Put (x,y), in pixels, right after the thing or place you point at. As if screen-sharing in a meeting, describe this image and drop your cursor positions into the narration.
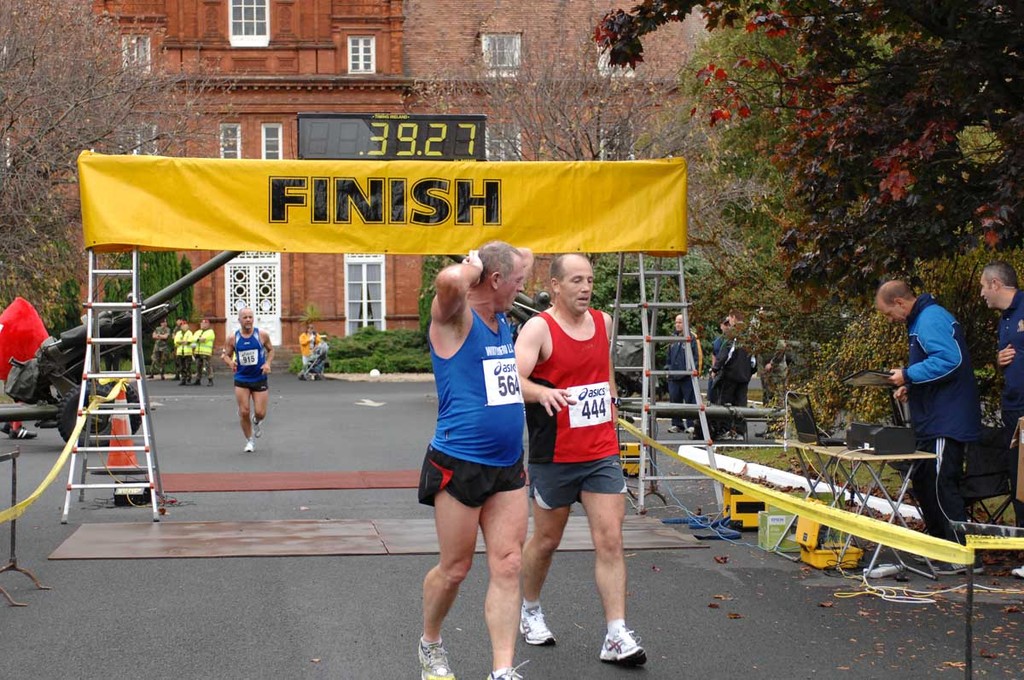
In this image we can see, there are two people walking in the foreground (532,523), in the middle (466,233) there is the finish line board (558,236), on the right (859,159) there are some tree (886,200).
